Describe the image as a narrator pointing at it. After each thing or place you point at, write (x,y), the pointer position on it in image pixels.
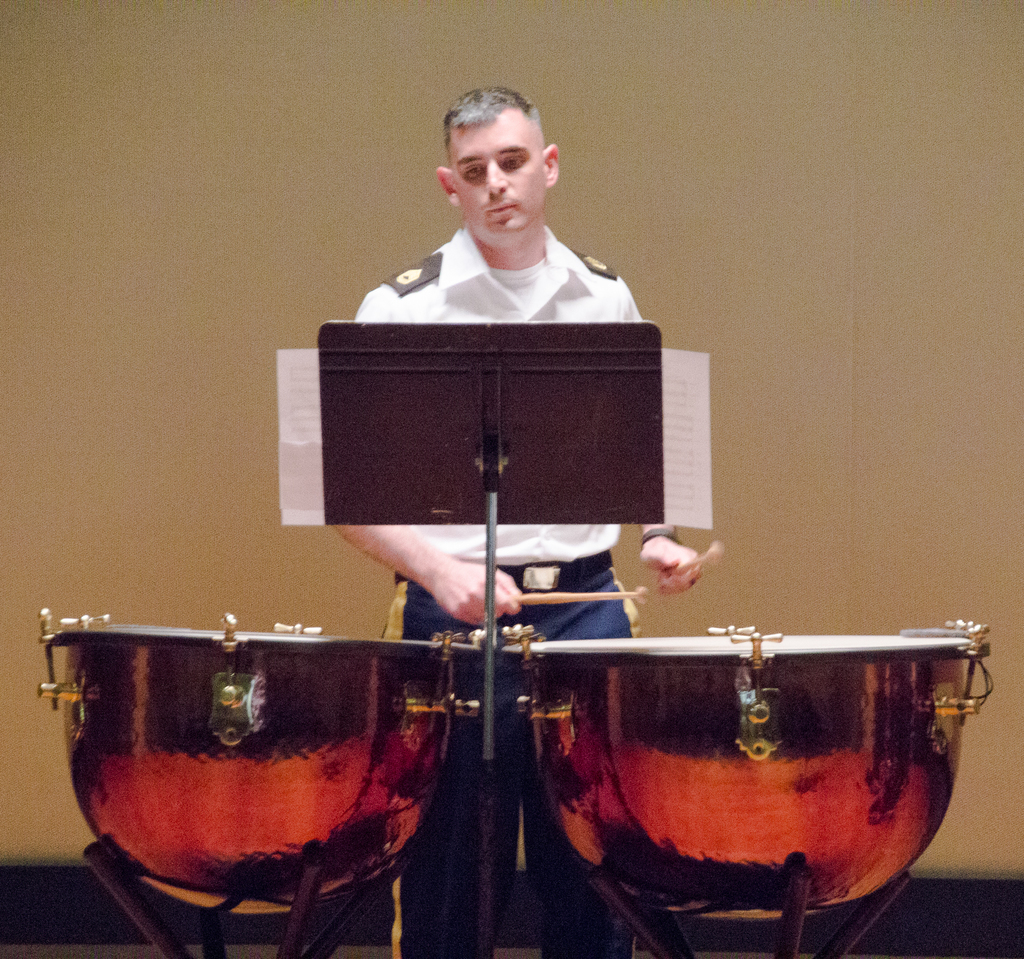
there was a person (571,536) playing the drums (567,684) which are in front of them, there was a plank (520,520) with a stand (558,447) in front of him.
